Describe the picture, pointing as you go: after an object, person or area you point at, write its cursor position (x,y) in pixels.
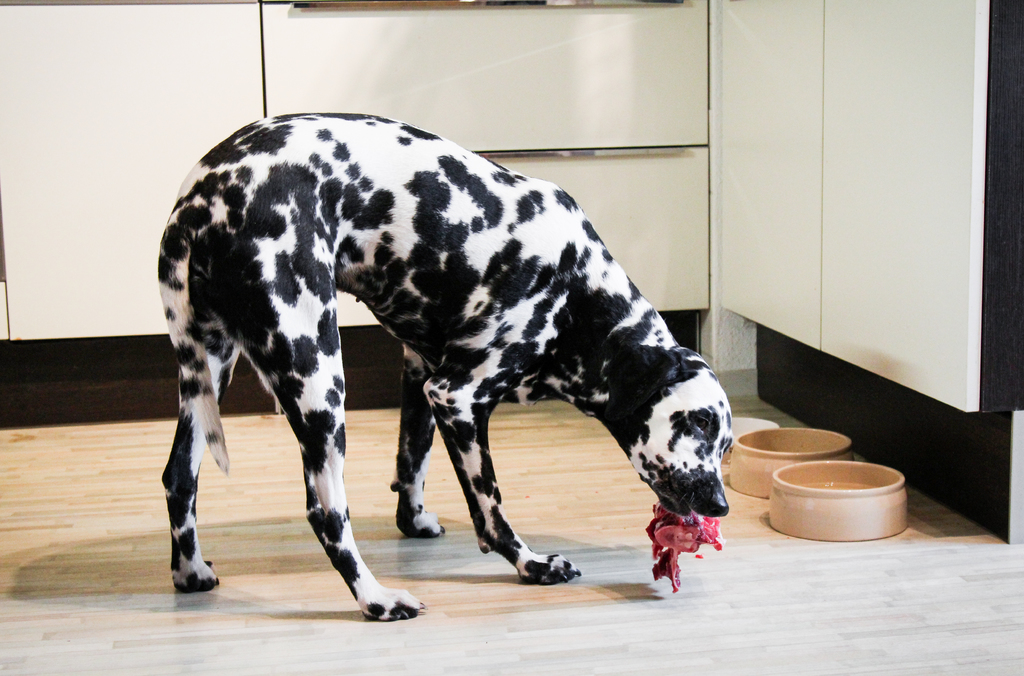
In the image we can see there is a dog (434,524) standing and there is a meat piece (660,534) in his mouth (677,504). There are three bowls (845,519) kept on the floor (272,423).
